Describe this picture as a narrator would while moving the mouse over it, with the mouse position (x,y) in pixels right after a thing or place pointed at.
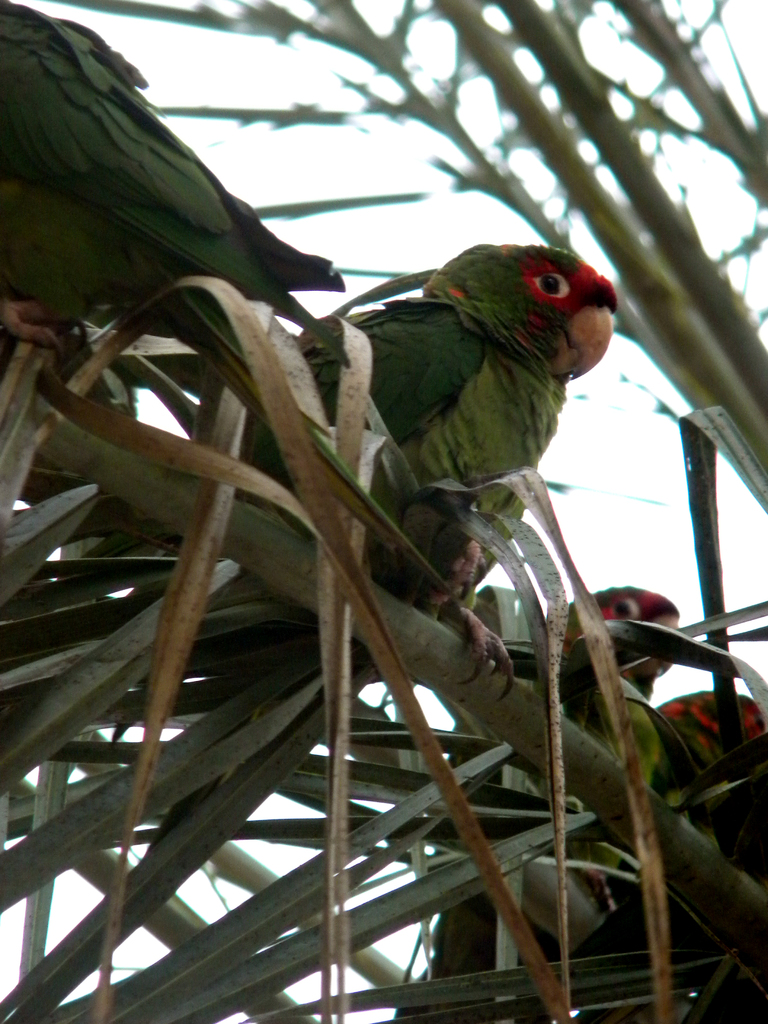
There are few parrots (433,337) standing on a tree (391,444).
